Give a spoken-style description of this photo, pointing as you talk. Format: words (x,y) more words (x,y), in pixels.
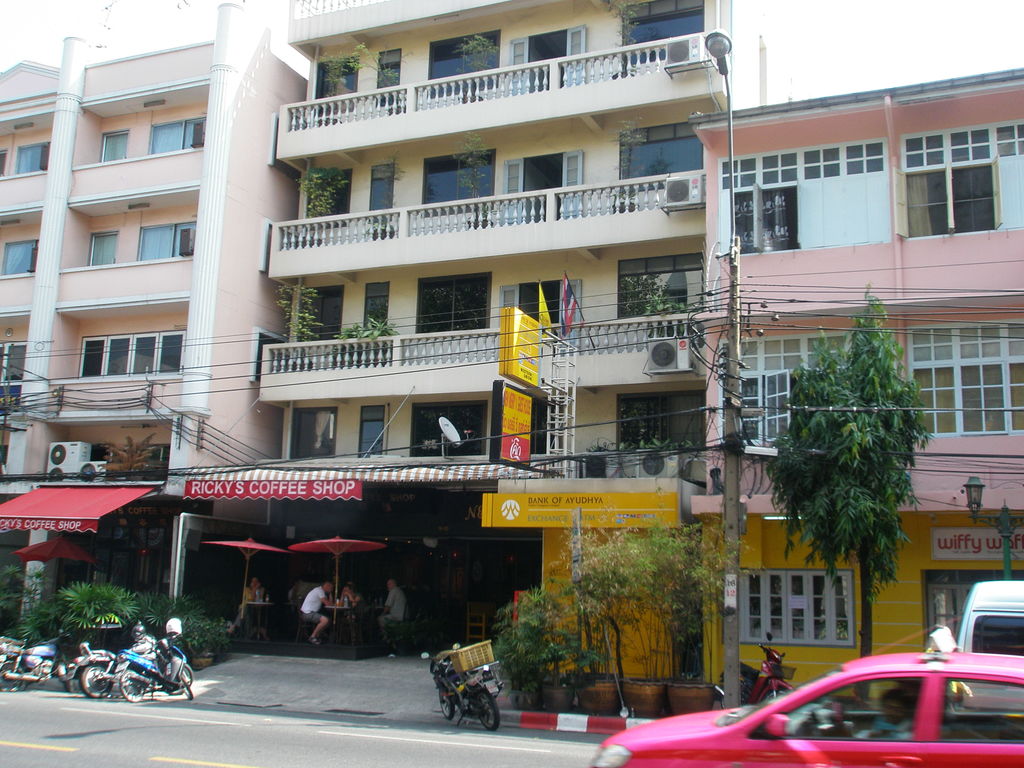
In this image I can see few vehicles (472,705) on the road (377,765), background (581,583) I can see few stalls (554,565) and few boards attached to the stalls (533,553), buildings (147,419) in cream, white and peach color, trees (885,403) in green color and the sky (892,27) is in white color.
